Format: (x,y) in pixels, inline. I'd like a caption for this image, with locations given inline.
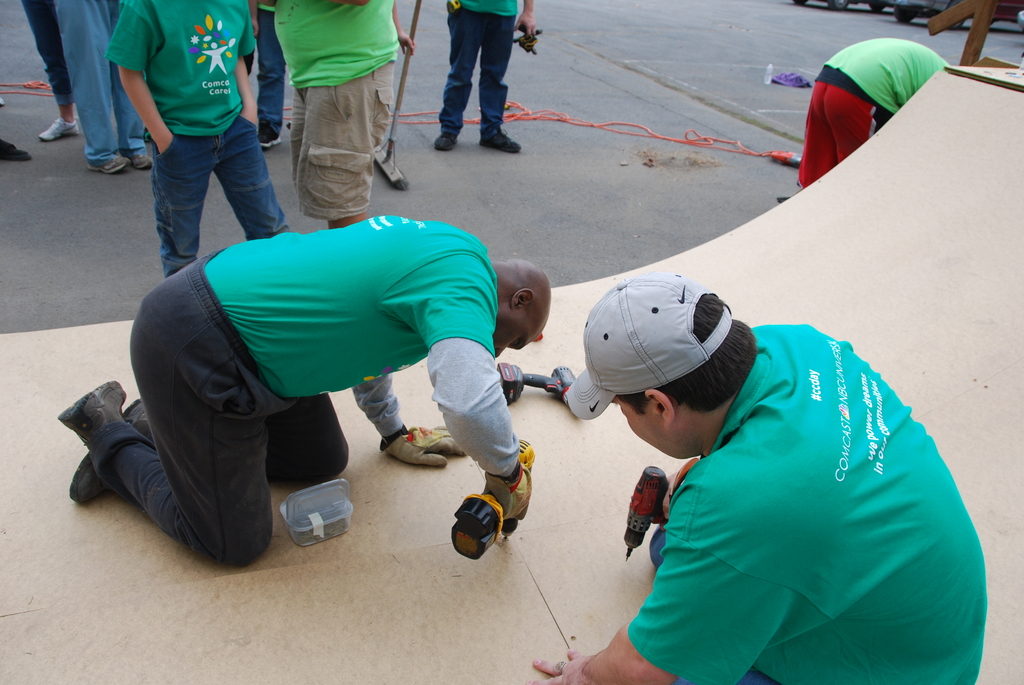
In this image two persons (715,574) are on the floor (522,527). They are holding machines (498,513) in their hands (514,507). Left side (315,201) few persons (452,92) are standing on the floor (424,132). A person (351,40) is holding a stick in his hand (409,40). Right top there are few vehicles (888,6) on the road (773,46). Right side (840,107) there is a person (812,123) standing.
